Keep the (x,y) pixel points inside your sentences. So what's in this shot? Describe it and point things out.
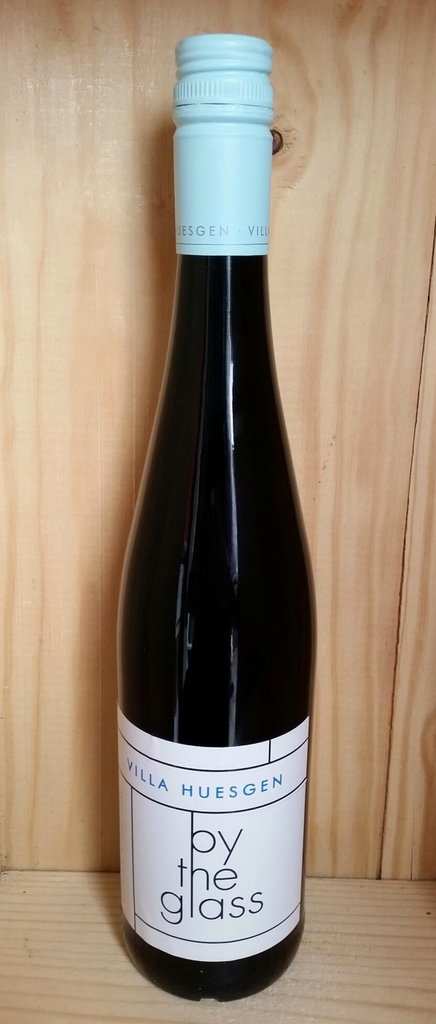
In this image we can see a bottle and there is some text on it and the bottle (295,941) placed on a surface (322,947) which looks like a table (369,971).
